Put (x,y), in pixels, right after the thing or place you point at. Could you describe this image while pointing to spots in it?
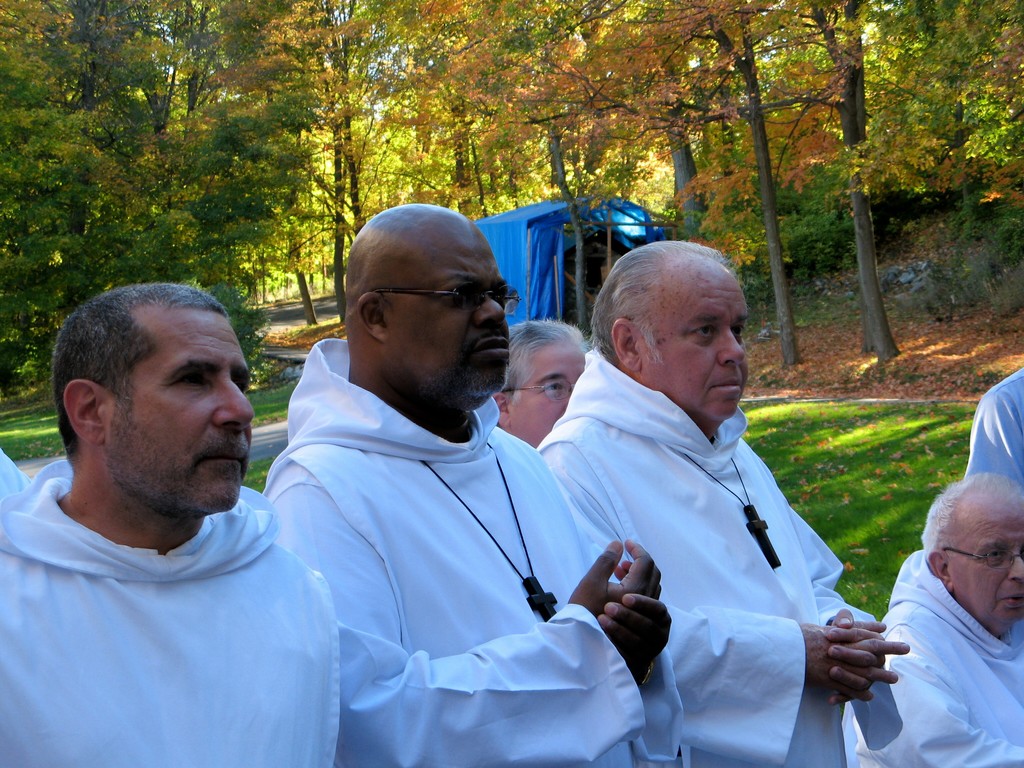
In the image there are few old men (230,529) in white hoodie (675,482) and necklace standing and behind them there are trees (509,144) and tent (540,207) on the grassland (850,431).
